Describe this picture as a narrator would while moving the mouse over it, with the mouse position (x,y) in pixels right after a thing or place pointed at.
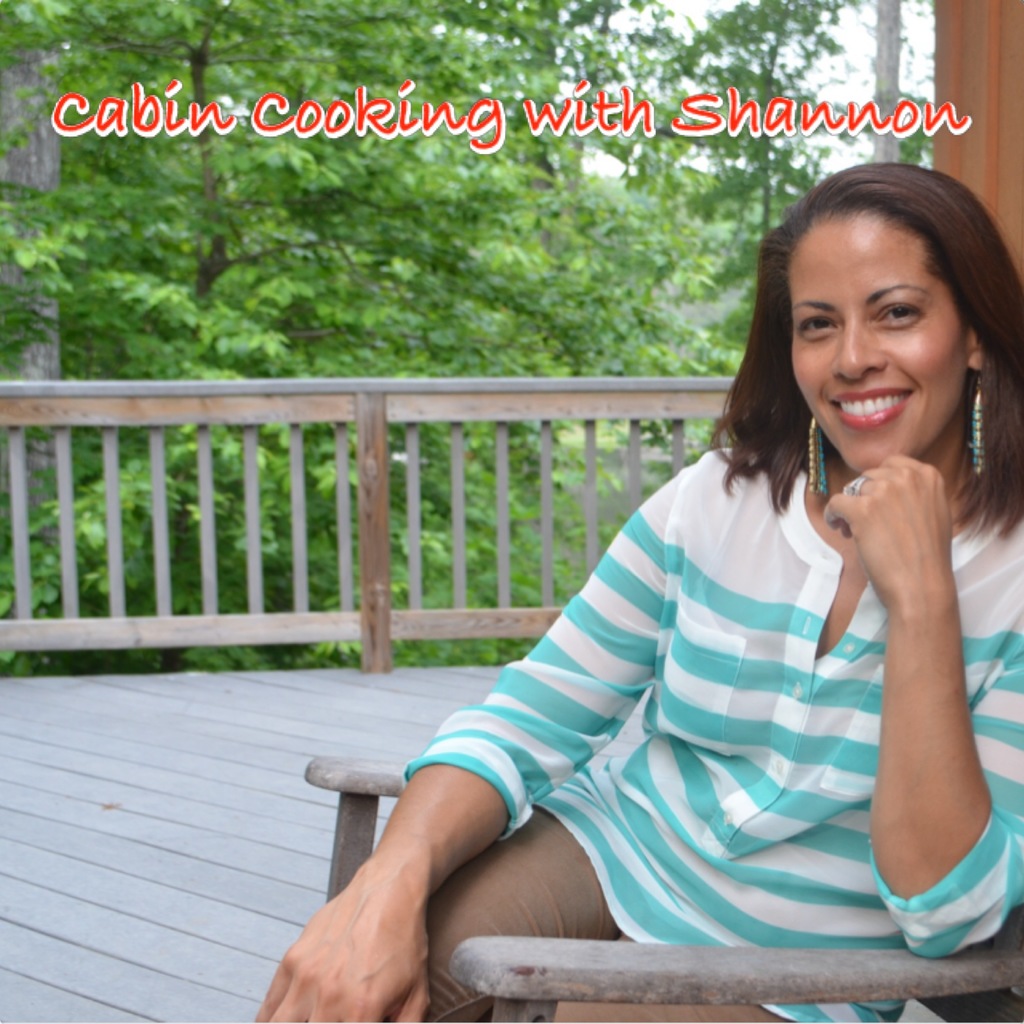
In this picture there is a woman (862,688) sitting on a chair (673,942) and smiling and we can see floor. At the top of the image (676,130) we can see text (782,102). In the background of the image (458,466) we can see fence (370,464), trees (528,134) and sky (834,77).
